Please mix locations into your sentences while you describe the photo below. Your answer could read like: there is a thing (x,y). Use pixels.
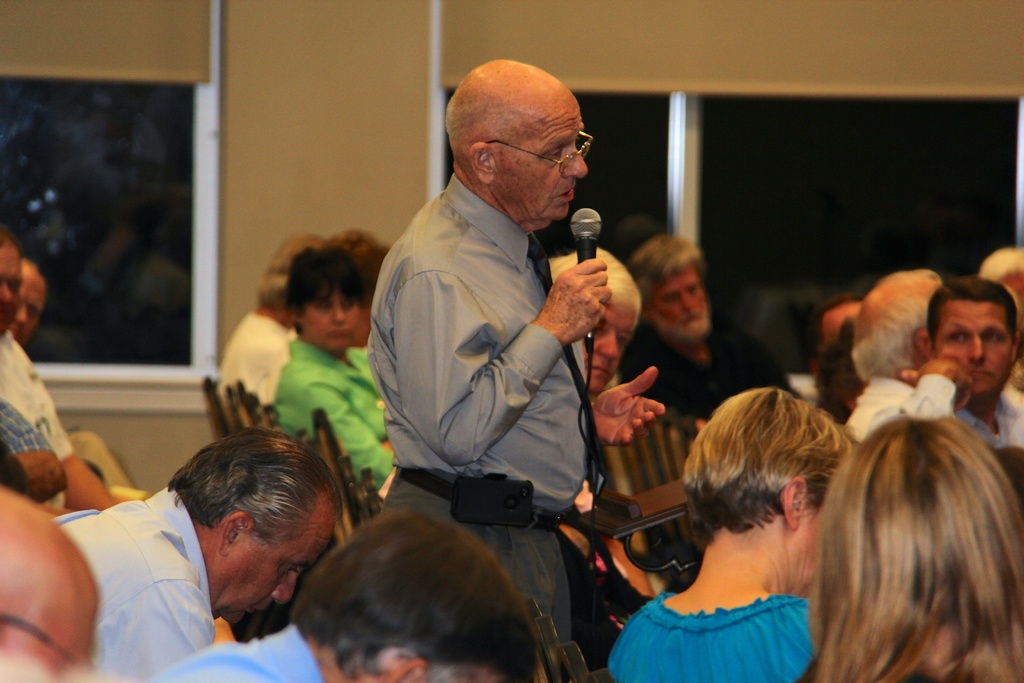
In this picture we can see person (432,357) standing in middle (575,452) holding mic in his hand (551,317) and talking and remaining persons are sitting on chair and listening to him and in background (295,39) we can see wall (277,65).
